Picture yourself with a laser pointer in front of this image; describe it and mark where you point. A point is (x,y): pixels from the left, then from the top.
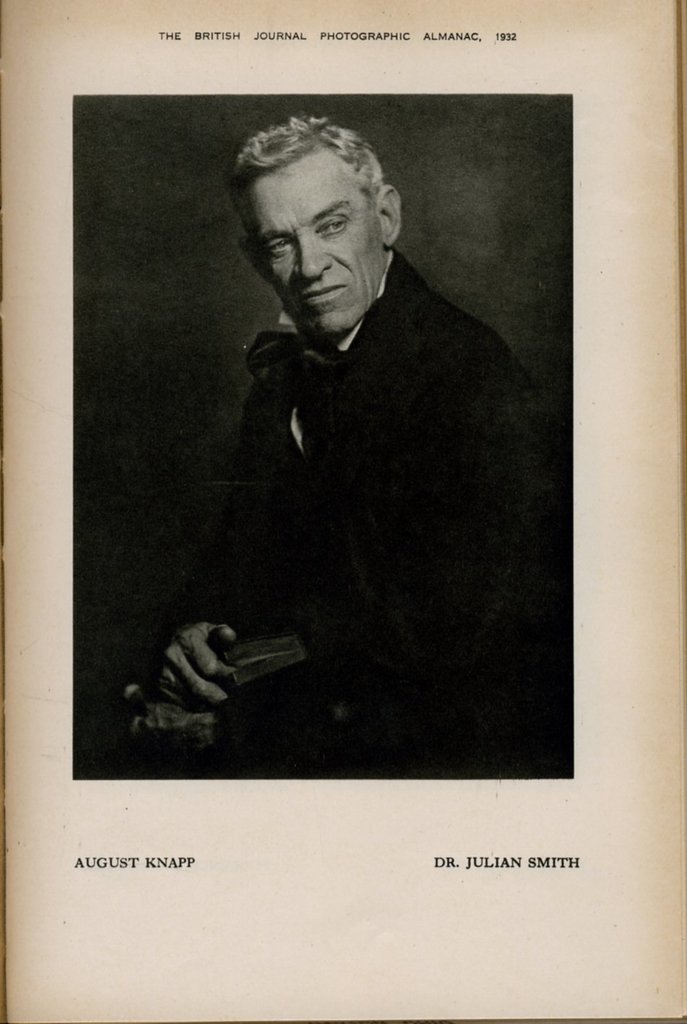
In this image we can see there is a poster (541,740) with person image (285,294) and there is a text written on the poster (369,72).
